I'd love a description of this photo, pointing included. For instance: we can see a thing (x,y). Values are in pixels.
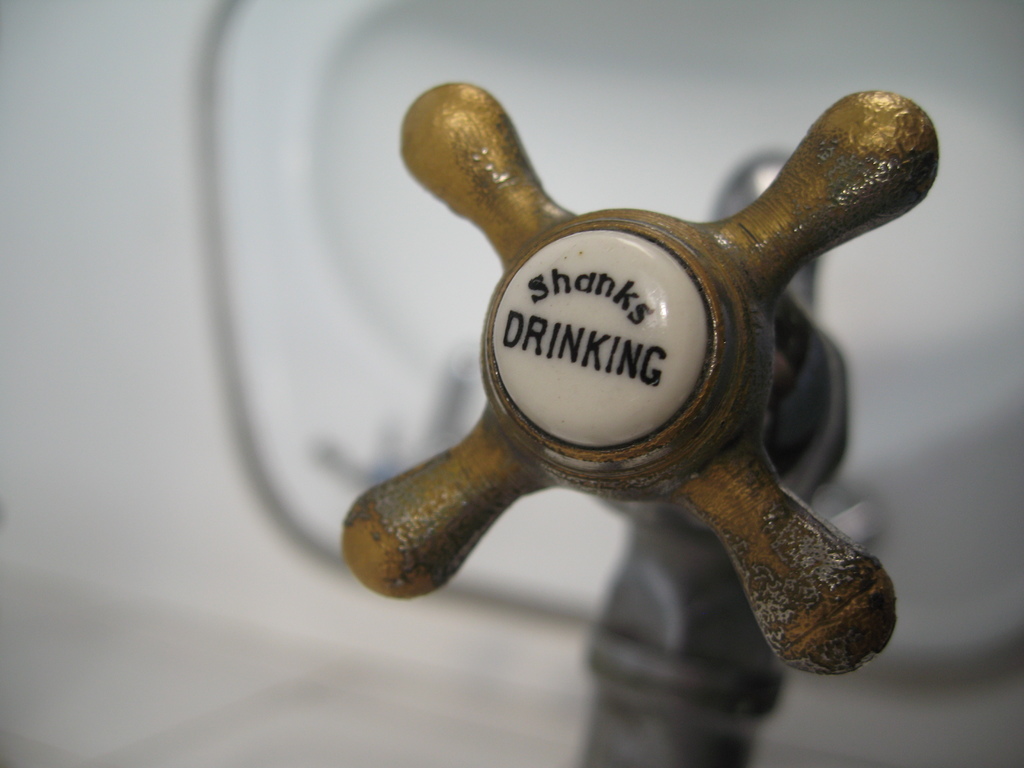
In this image this look like a tap (756,284) and some goldish color is on this tap (699,379) and the background (286,160) is white.
